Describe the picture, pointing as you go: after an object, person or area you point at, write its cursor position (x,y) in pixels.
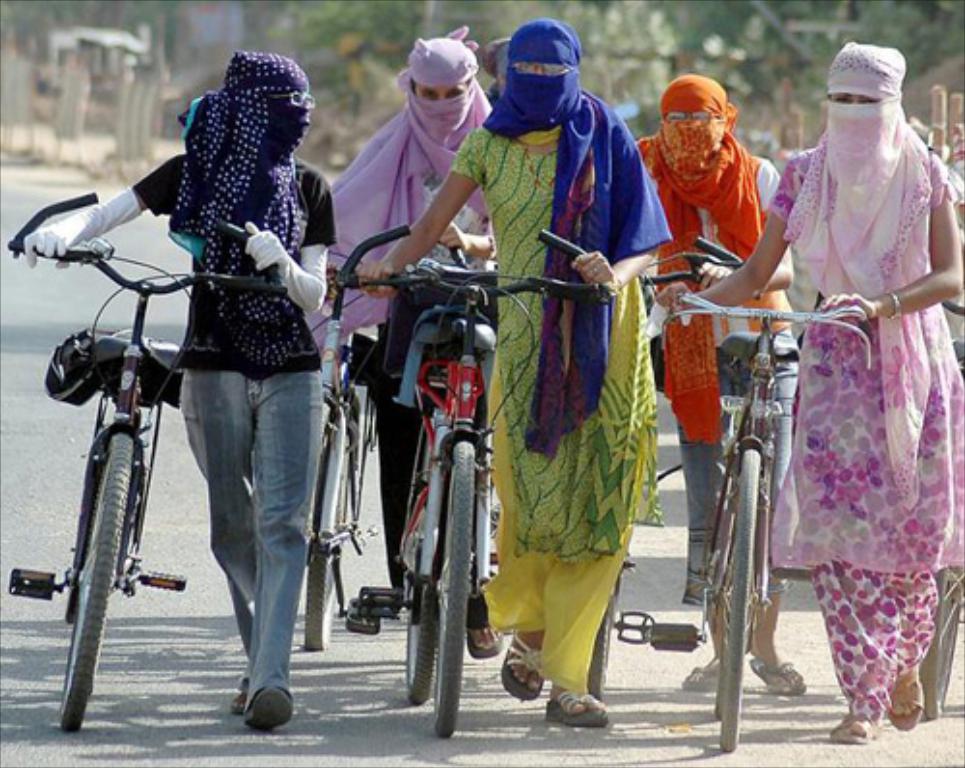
In the center of the image (576,314) some ladies (592,341) are walking by holding bicycle (453,331) and wearing scarf (447,162). In the background of the image (814,67) we can see trees (334,31), house (108,53), poles (134,113) are there. At the bottom of the image (141,668) road (147,705) is there.
